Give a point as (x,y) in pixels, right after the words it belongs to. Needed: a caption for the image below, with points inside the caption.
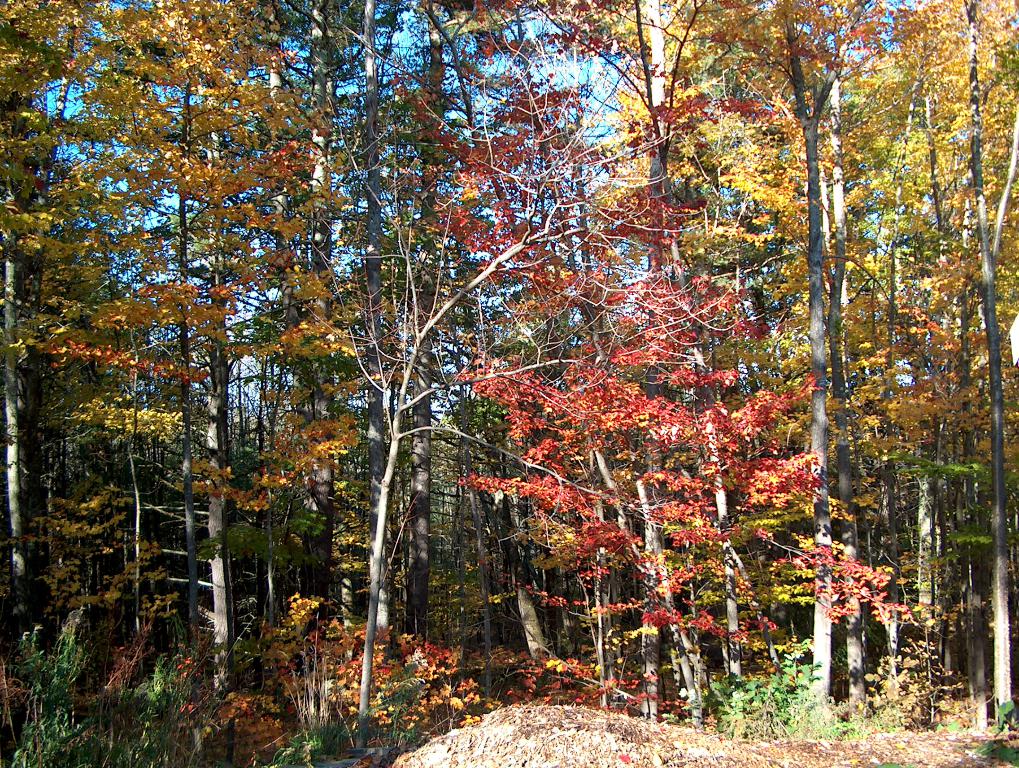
In this image I can see number of trees (382,378) which are green, yellow and red in color. I can see few leaves (614,730) on the ground (626,738) and in the background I can see the sky (351,270).
